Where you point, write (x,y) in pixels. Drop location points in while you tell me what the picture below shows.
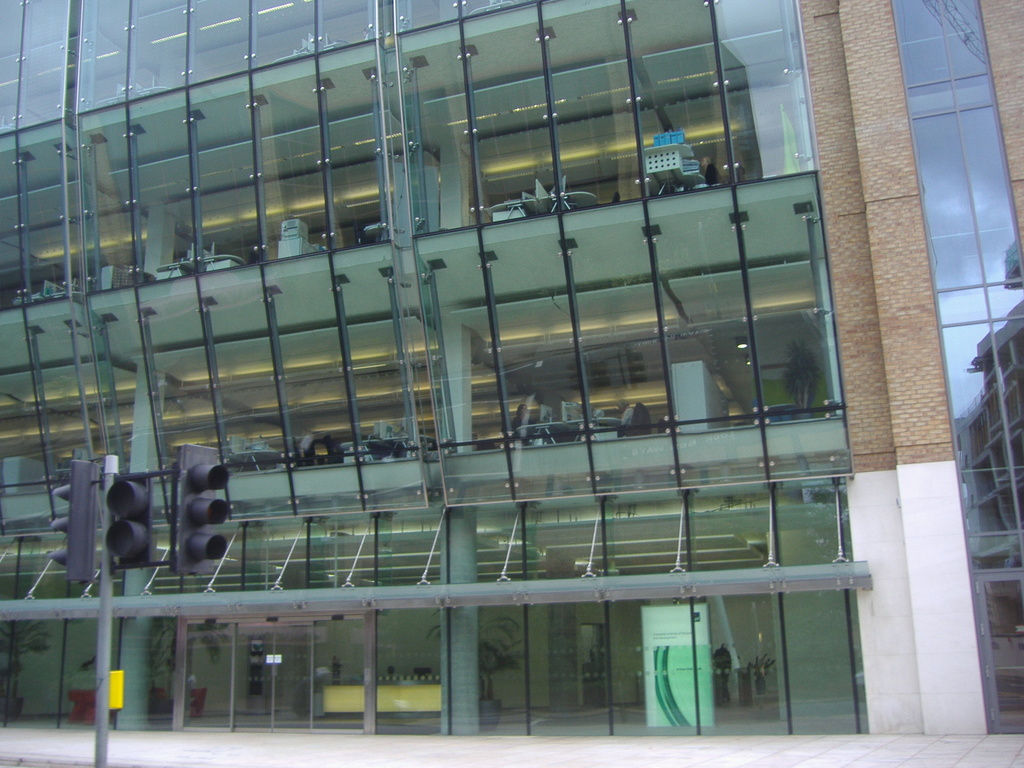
This picture is clicked outside. On the left (78,547) there are some traffic lights (74,527) attached to the poles (106,546). In the center (389,307) there is a building (630,611) containing many number of items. On the right corner (995,552) we can see the reflection (998,468) of another building (992,443) on the glasses (953,141).
